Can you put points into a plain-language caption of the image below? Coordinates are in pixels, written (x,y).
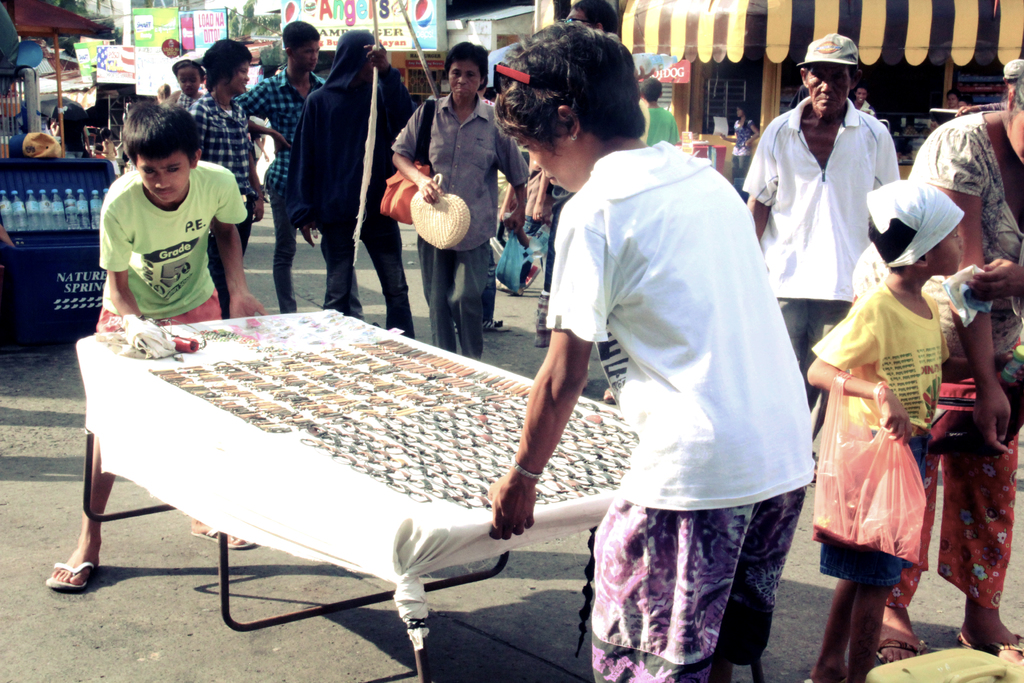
In this image one person (552,39) holding the table cloth (346,492), another person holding the table cloth (168,421) and in back ground (59,227) there are water bottles (78,220) in the desk (62,324), hoardings (199,26), name board (292,2), persons (845,154) standing in the road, another person (407,175) holding a hat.
